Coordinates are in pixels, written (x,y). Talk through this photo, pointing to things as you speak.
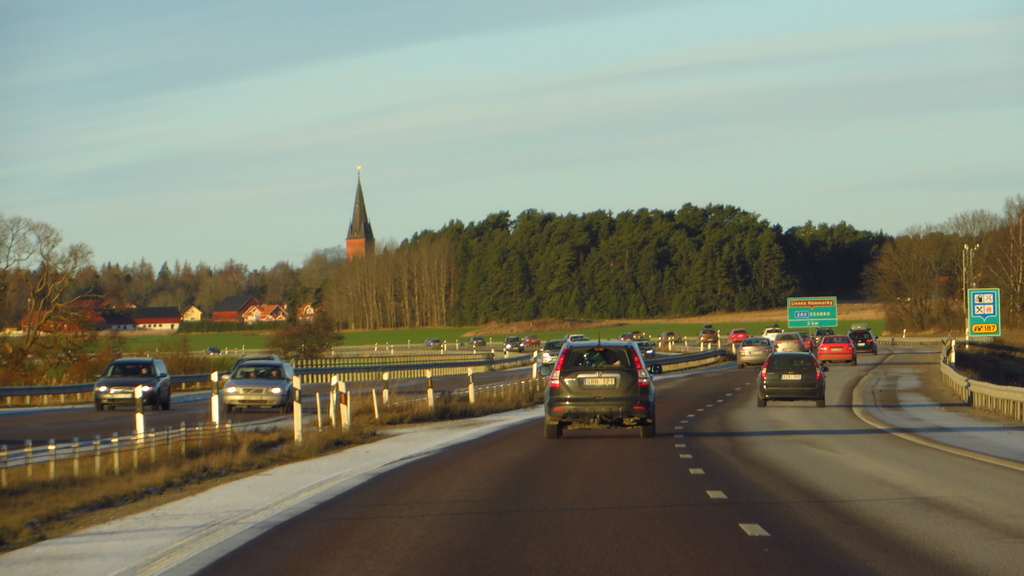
In this image there is the sky (490,93) towards the top of the image (618,92), there are trees (735,253), there is a building (360,228), there are houses (195,310) towards the left of the image (247,313), there is grass (645,319), there is road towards the bottom of the image (818,492), there are vehicles (563,401) on the road (914,354), there are boards (818,315), there is text (828,315) on the board (828,319), there are poles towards the right of the image (965,293).
